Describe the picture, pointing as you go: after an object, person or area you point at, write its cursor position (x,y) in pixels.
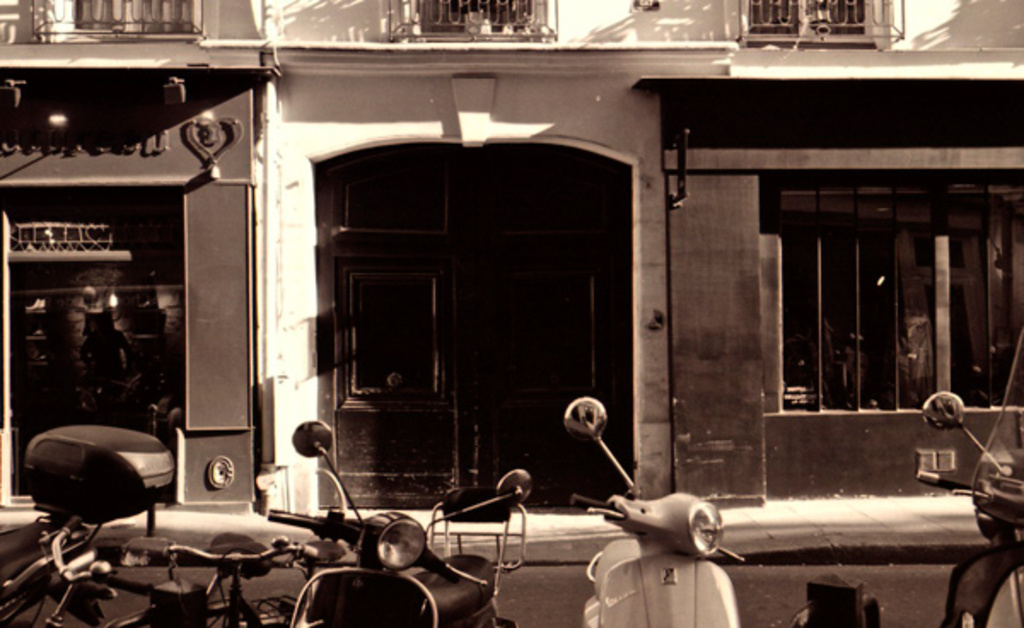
In this picture we can see bicycles (243,554) and scooters (319,522) and in the background (201,293) we can see a building (645,125) with windows (931,275), doors (605,228) and this is a black and white picture.
